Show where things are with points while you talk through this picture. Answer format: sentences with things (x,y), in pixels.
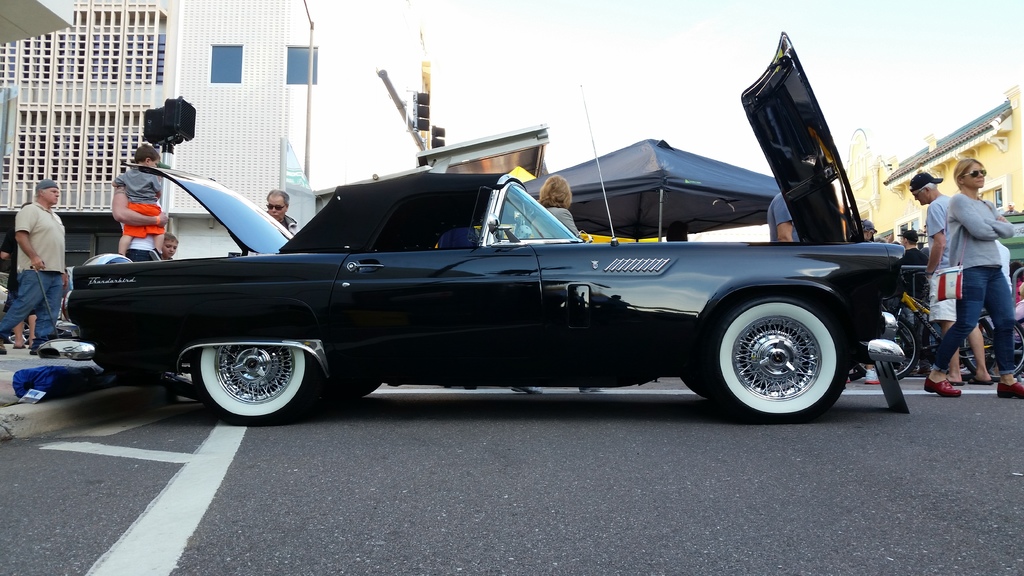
In the foreground of the picture (330,271) there is a car (326,317) on the road (404,440). In the middle of the picture (639,202) we can see people (918,246), canopy (752,212), bicycle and other objects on the road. In the background (480,101) there are buildings (101,32), signal lights (418,124), pole (404,111) and sky (633,57).
